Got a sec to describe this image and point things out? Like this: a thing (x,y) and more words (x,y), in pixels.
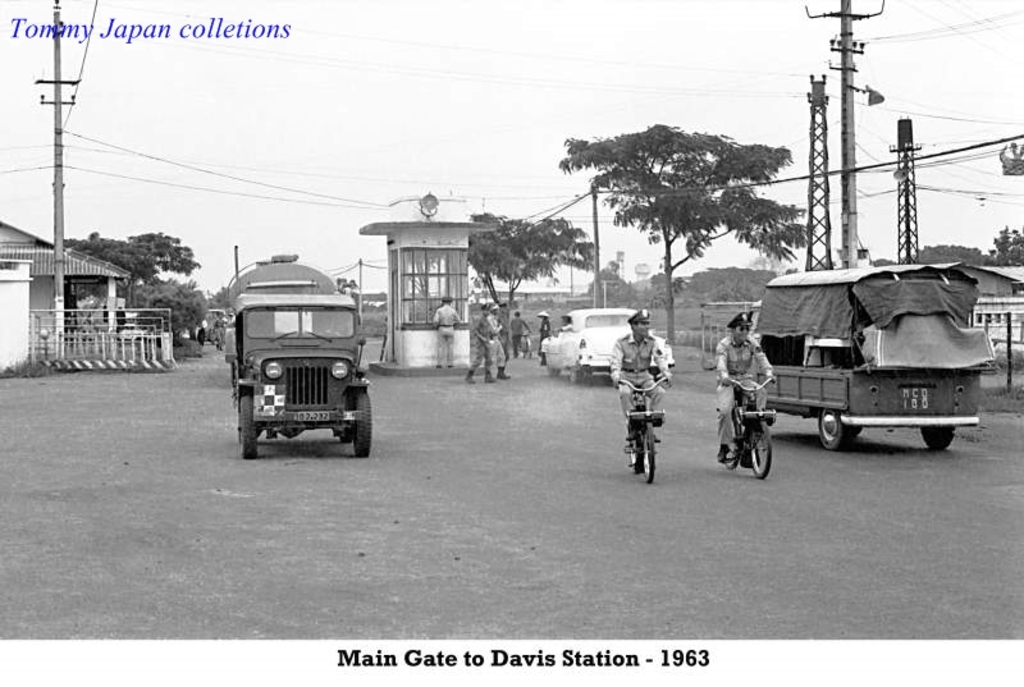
In this image in the center (344,299) there are vehicles (309,343) on the road (678,382) and there are persons (656,393) riding a bicycle (653,412). In the background (159,304) there are trees (510,293), there are persons (453,327) standing and walking, there are poles (901,154) and there are wires (92,140) attached to the poles (61,291) and there are buildings (389,305) and there is a fence (112,360) on the left side (126,350).
